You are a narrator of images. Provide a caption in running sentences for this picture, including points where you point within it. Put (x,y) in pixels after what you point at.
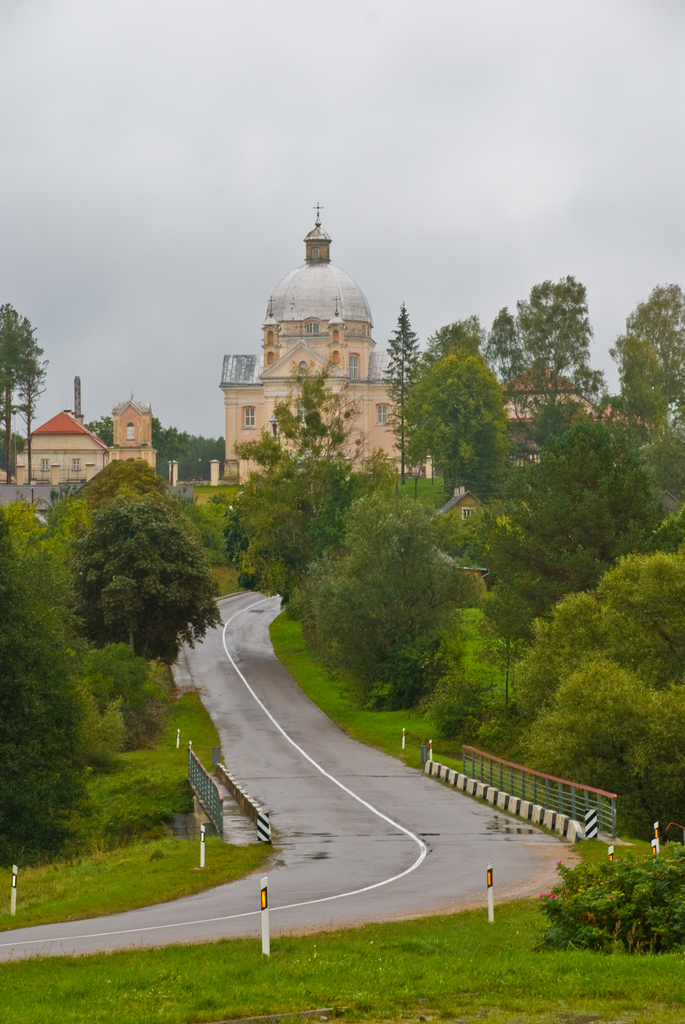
In this picture we can see the road (275,875), poles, grass (139,847), trees (80,825), buildings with windows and in the background (334,253) we can see the sky (324,152) with clouds (557,242).
